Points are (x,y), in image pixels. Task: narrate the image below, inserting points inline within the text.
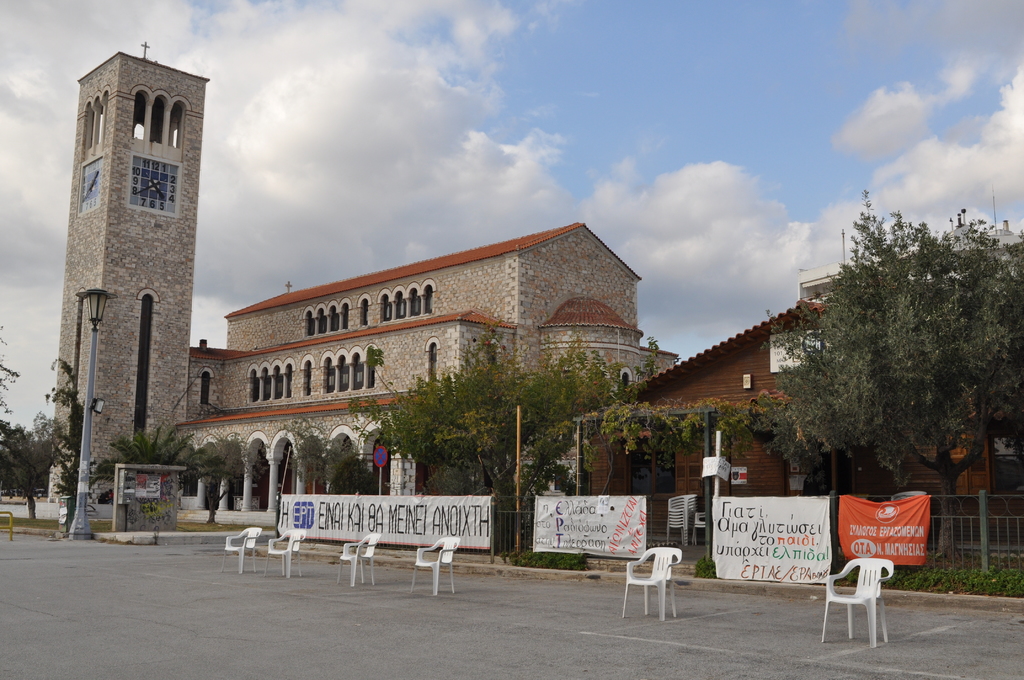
This image is taken outdoors. At the bottom of the image (152,626) there is a road (386,623). At the top of the image (427,188) there is a sky (507,154) with clouds (265,74). In the middle of the image (395,342) there are a few houses (814,277) and a church (88,151) with walls (123,204), windows (145,356), pillars (248,490), doors (290,471) and roofs (528,247) and there are a few trees (917,447), plants (163,448) and there is a street light (83,429), a railing (932,548) and a few banners (922,539) with text (622,528) on them. There are a few empty chairs (298,544) on the road (700,626).
